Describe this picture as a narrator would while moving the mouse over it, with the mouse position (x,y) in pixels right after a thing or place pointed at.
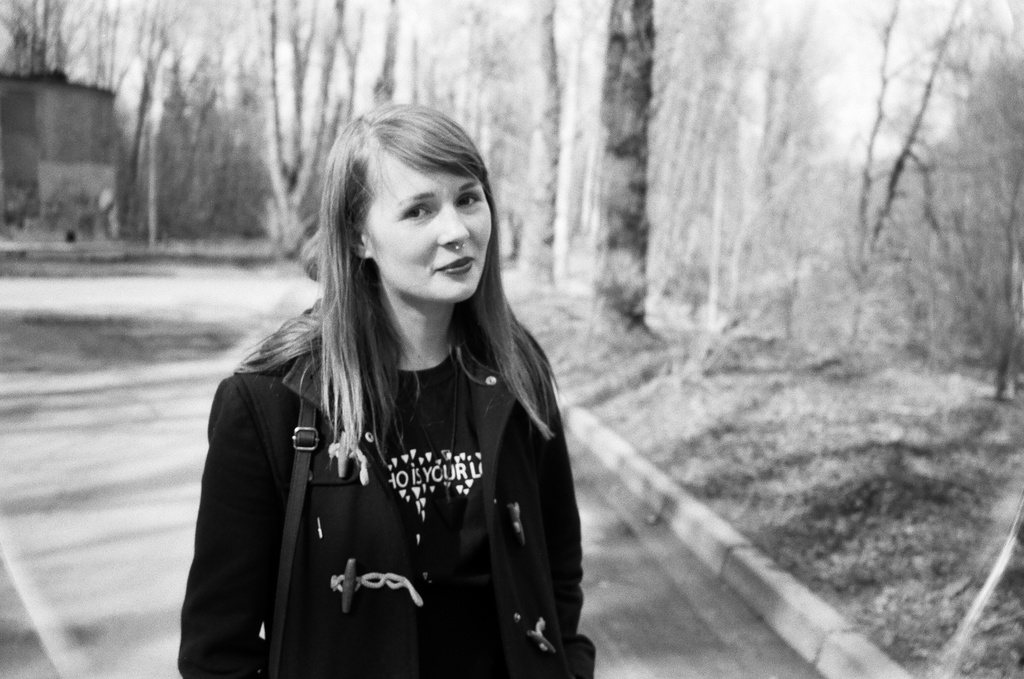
It is the black and white image in which there is a girl (396,400) standing on the floor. The girl (398,508) is wearing the black colour jacket (521,483) and a handbag (305,469). On the right side (692,199) there are trees (675,167) on the footpath (695,394). On the left side (69,145) top there is a small house (44,142) in the background (41,157).
